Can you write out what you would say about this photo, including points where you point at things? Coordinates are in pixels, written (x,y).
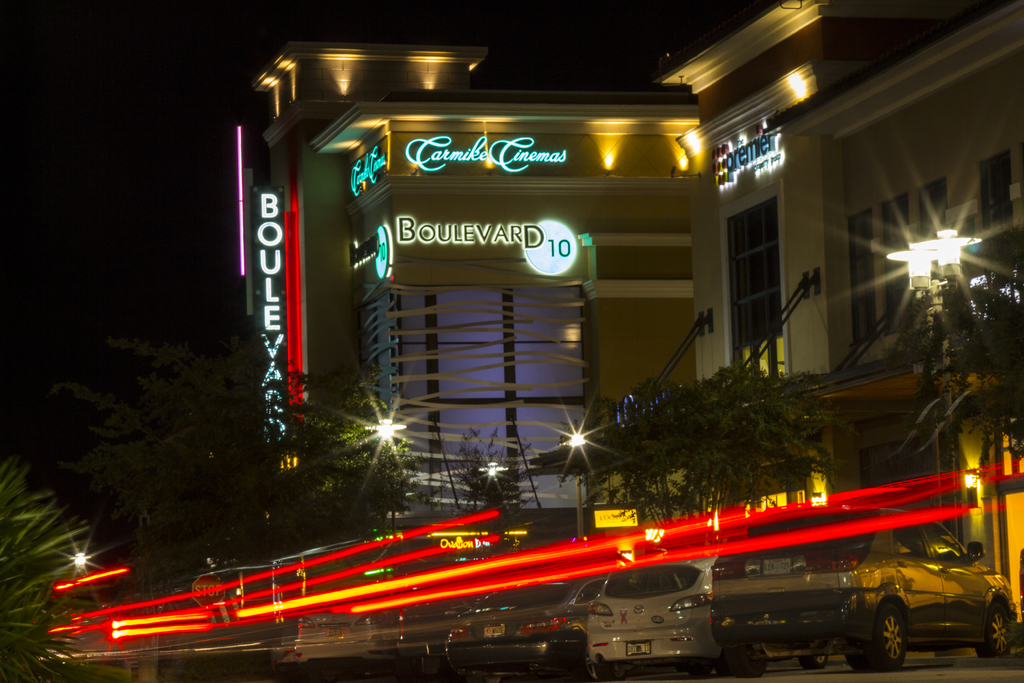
In this image we can see buildings (573,169) with some text (408,151) on them. There are trees (231,458), lights (693,140). At the bottom of the image (955,570) there are cars (711,580). This image is taken during the night time.
